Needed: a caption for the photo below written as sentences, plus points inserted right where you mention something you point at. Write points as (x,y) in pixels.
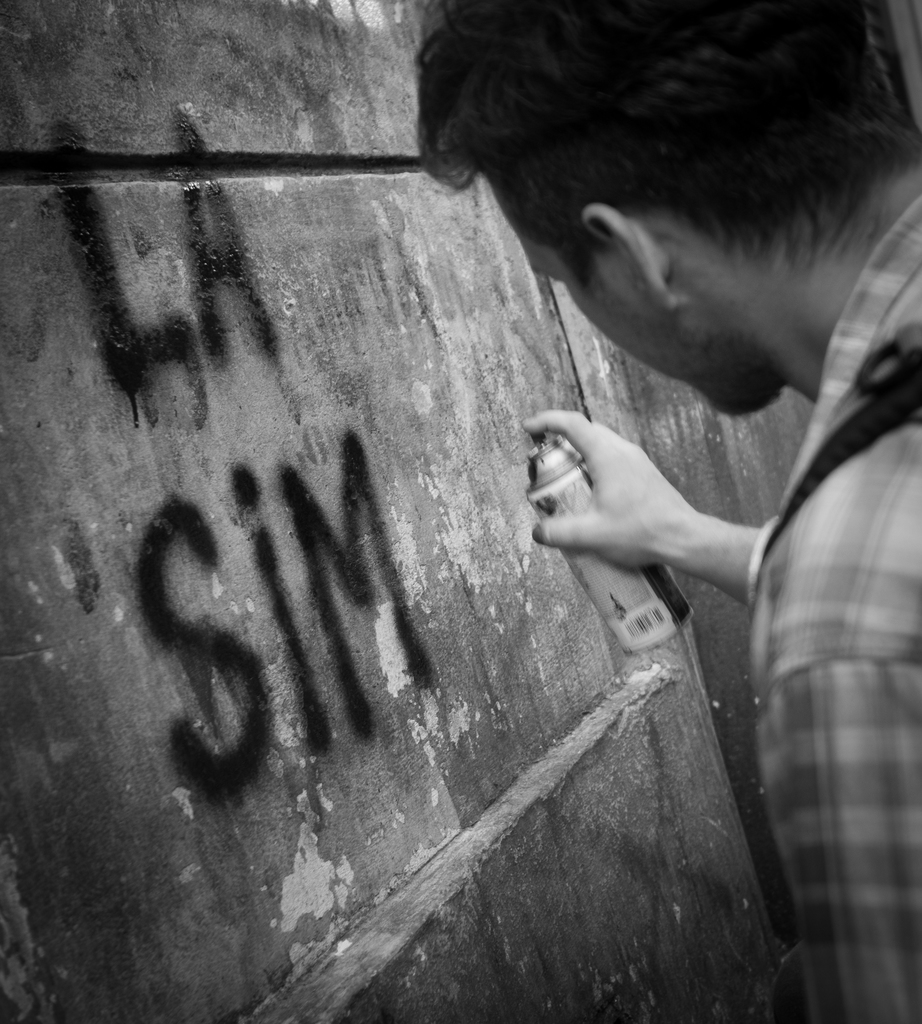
In this image we can see black and white picture of a person (827,650) holding a bottle (596,579) and a wall (339,596) with text (316,584).
